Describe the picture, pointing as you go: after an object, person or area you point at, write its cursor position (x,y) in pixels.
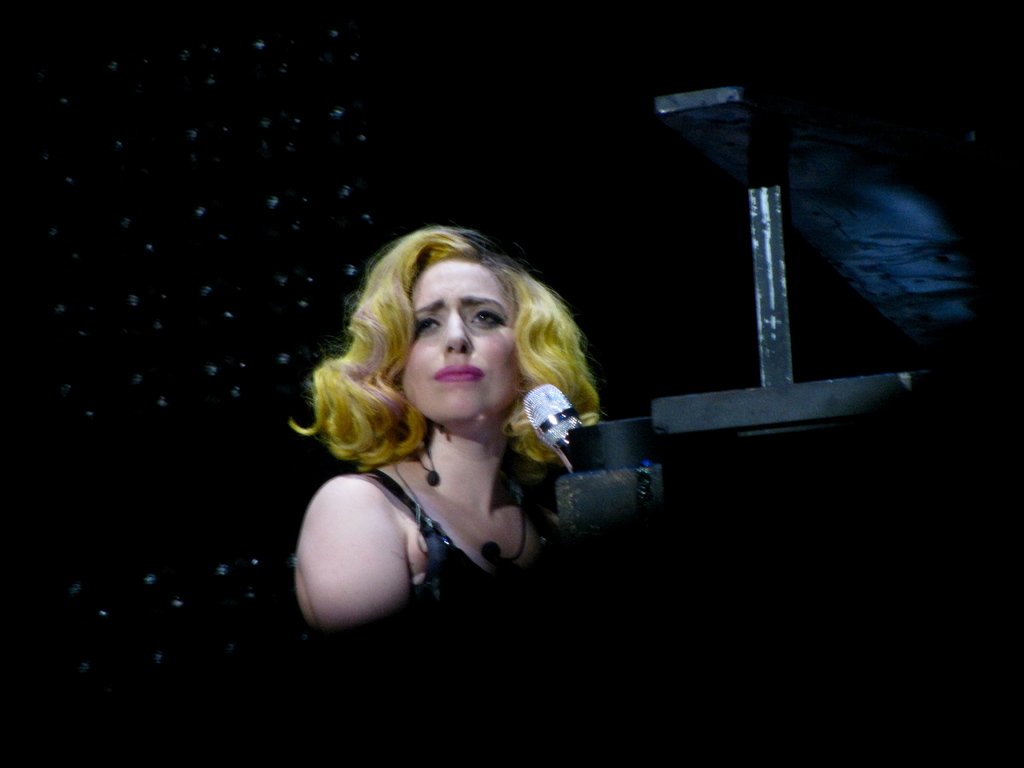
In the picture we can see a woman (389,346) sitting near a microphone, in the background of the picture (191,170) there is black color screen (188,196).
